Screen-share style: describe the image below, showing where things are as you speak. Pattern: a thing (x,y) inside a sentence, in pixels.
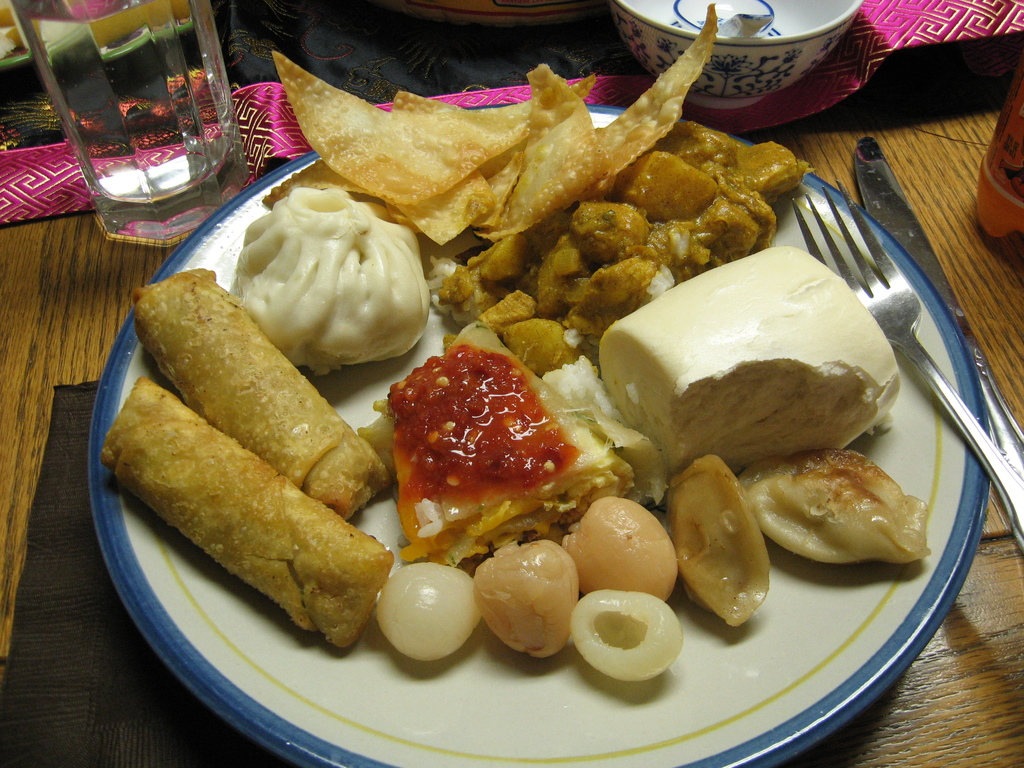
In this image there are some food items (547,353) are kept in a plate (451,663) at bottom of this image (648,580) and there is a fork (916,344) and a knife (956,317) at right side of this image (975,320) and the plate (434,767) is kept on a table (41,394) and there is a glass (135,132) at top left corner of this image (115,131) and there is a bowl (717,90) at top of this image (718,56).
